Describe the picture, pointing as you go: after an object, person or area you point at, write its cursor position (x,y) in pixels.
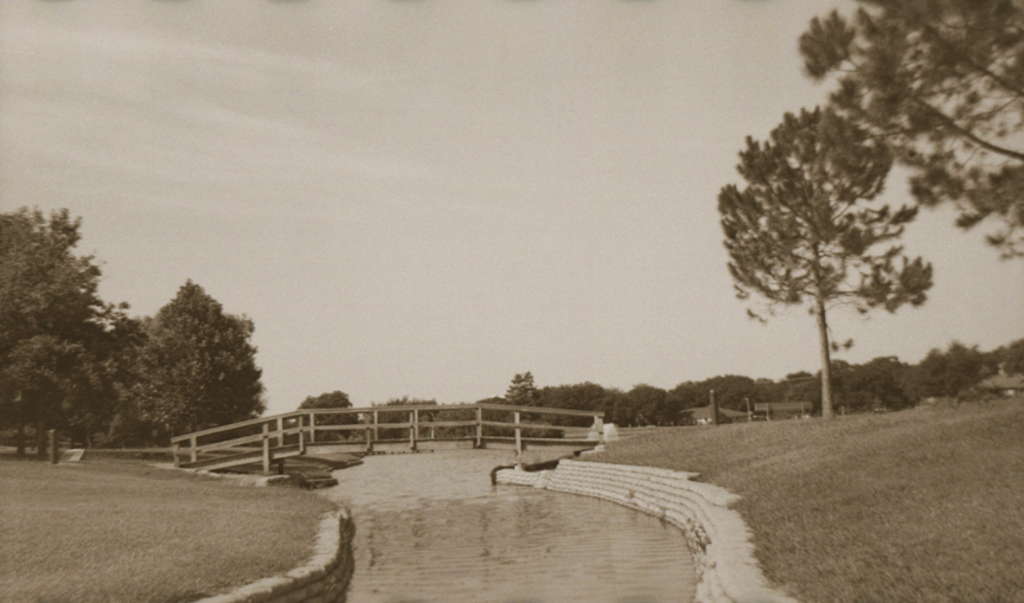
In the foreground of this image (456,558), there is a bridge (368,442) over a river (455,501). On right (955,497), there are trees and the grass (921,471). On left (57,352), there are trees (98,368), grass (97,523) and the sky (359,186).
